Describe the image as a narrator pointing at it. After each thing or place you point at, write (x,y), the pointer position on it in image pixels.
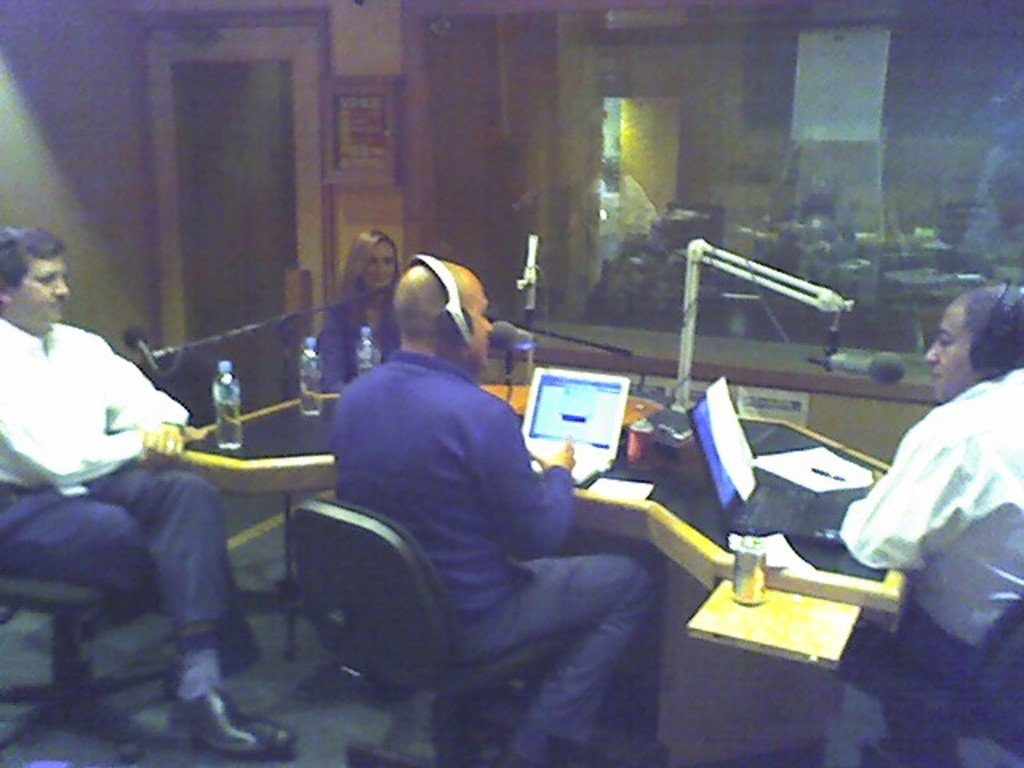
This picture shows few people (355,468) seated on the chairs (1019,640) and we see couple of men (989,543) wore headsets (460,330) and we see couple of laptops (611,440) on the table (706,512) and few water bottles (311,375) and couple of microphones (876,371).
